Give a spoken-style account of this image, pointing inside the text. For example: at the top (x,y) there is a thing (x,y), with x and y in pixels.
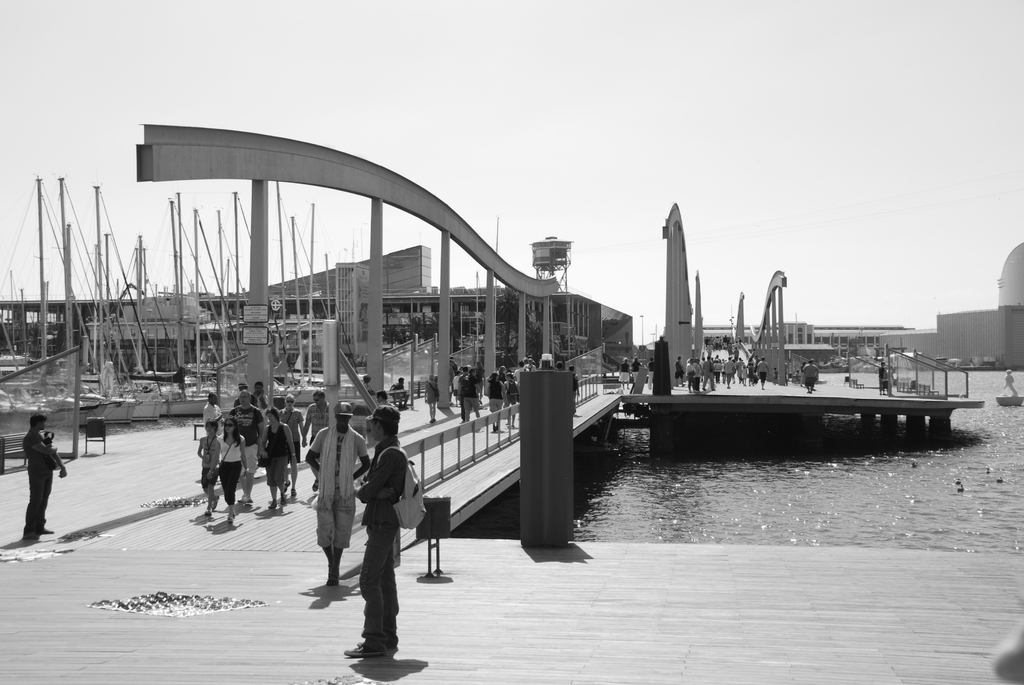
This image is a black and white image. This image is taken outdoors. At the top of the image (408,101) there is the sky (829,146). At the bottom of the image (258,639) there is a platform (637,615). On the right side of the image (791,477) there is a river (746,470) with water (962,417). There is a building (930,332) and there is a boat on the river (999,414). In the middle of the image (550,428) there are many poles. There are a few pillars (443,325). There is an arch (246,143). There is a railing (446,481) and there is a building (628,345). Many people (739,359) are standing on the platform (103,499) and a few (243,468) are walking. On the left side of the image (149,385) there are many boats (180,395) on the river (852,474).
